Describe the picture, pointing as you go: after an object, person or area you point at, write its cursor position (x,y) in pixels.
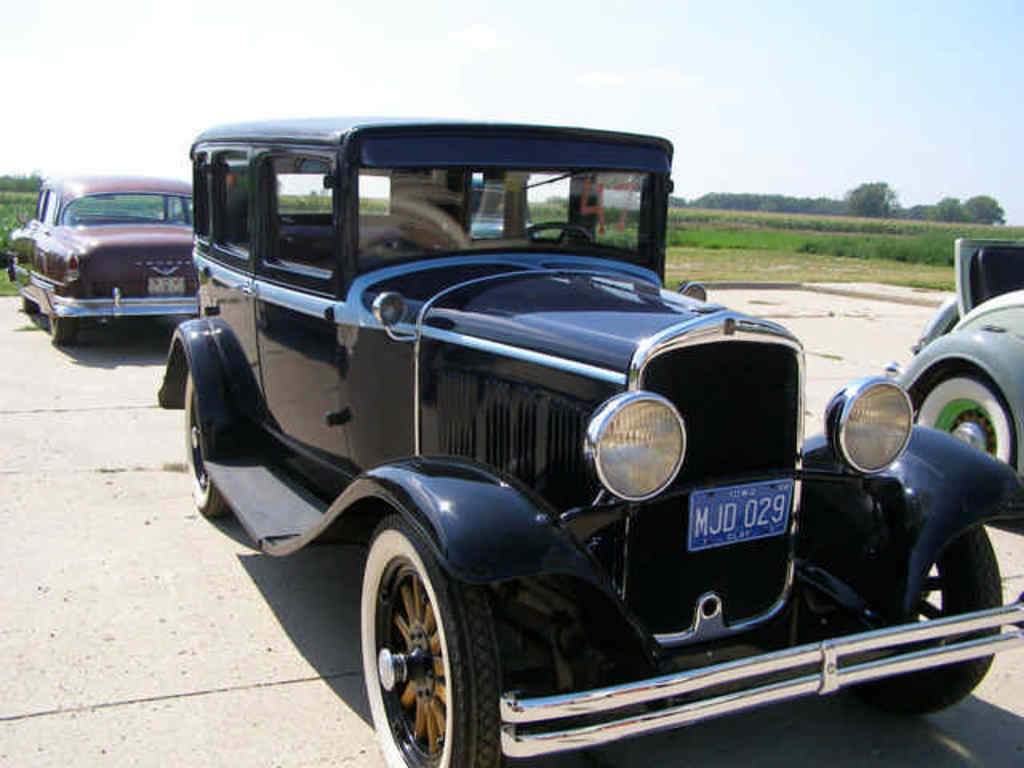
In the foreground of this image (280,320), there are three vehicles (948,351) on the ground (861,324). In the background (785,204), there is greenery (722,247). At the top (187,178), there is the sky (670,40).
